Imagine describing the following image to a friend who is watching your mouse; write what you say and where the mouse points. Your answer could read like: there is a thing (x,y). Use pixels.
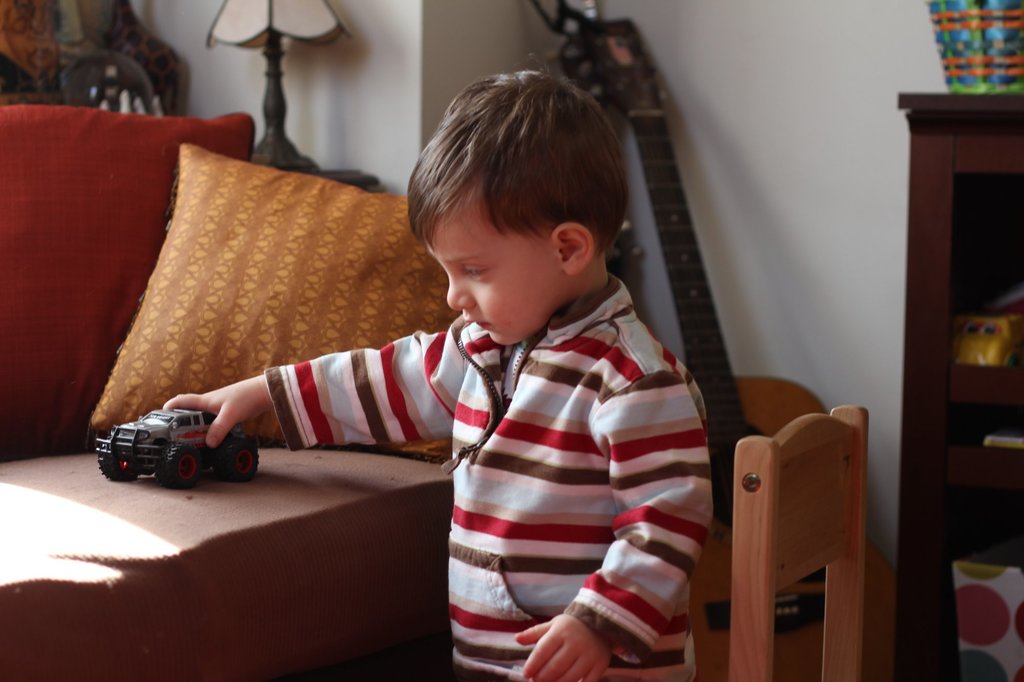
In the given picture, I can see a child (472,331) holding a car (170,425) a remote car (190,436) and behind a person (242,400) i can see a wall (765,59) and small wardrobe (997,116) top of the wardrobe (954,96) i can see a object (981,85) and towards left top (122,32) we can find another object (279,32) which is placed here and a pillow (219,206). Finally we can find a chair (782,449).
